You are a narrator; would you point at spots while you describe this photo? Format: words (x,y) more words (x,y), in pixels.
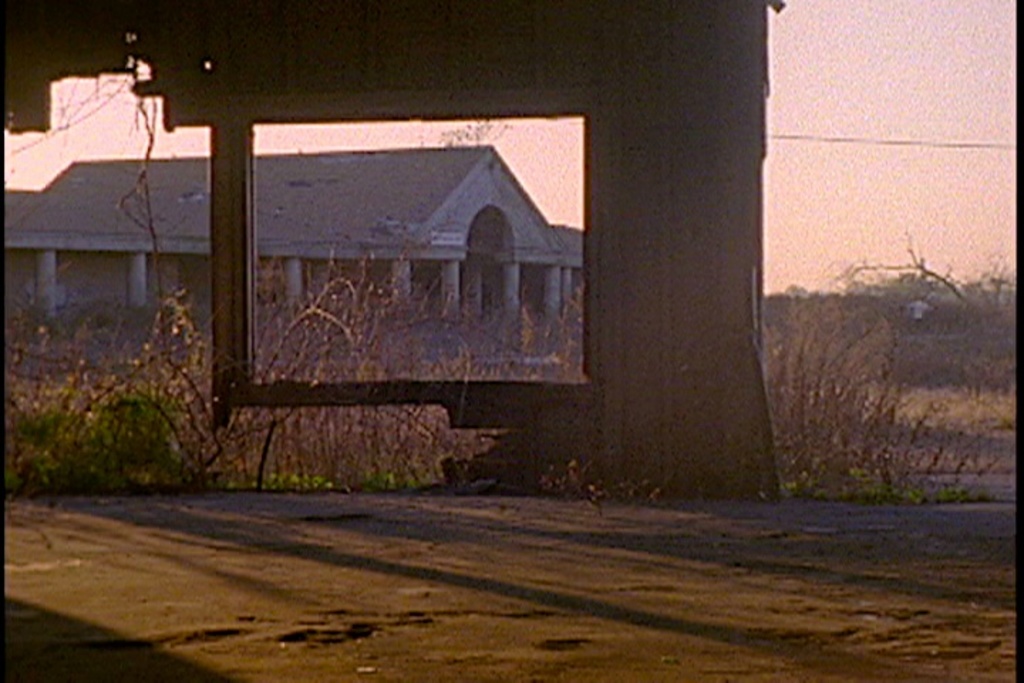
In this image we can see a wall (737,343) which is broken. Behind the wall (385,402) we can see the plants (377,351) and a building (365,207). In the top right (856,93), we can see the sky (835,115).
